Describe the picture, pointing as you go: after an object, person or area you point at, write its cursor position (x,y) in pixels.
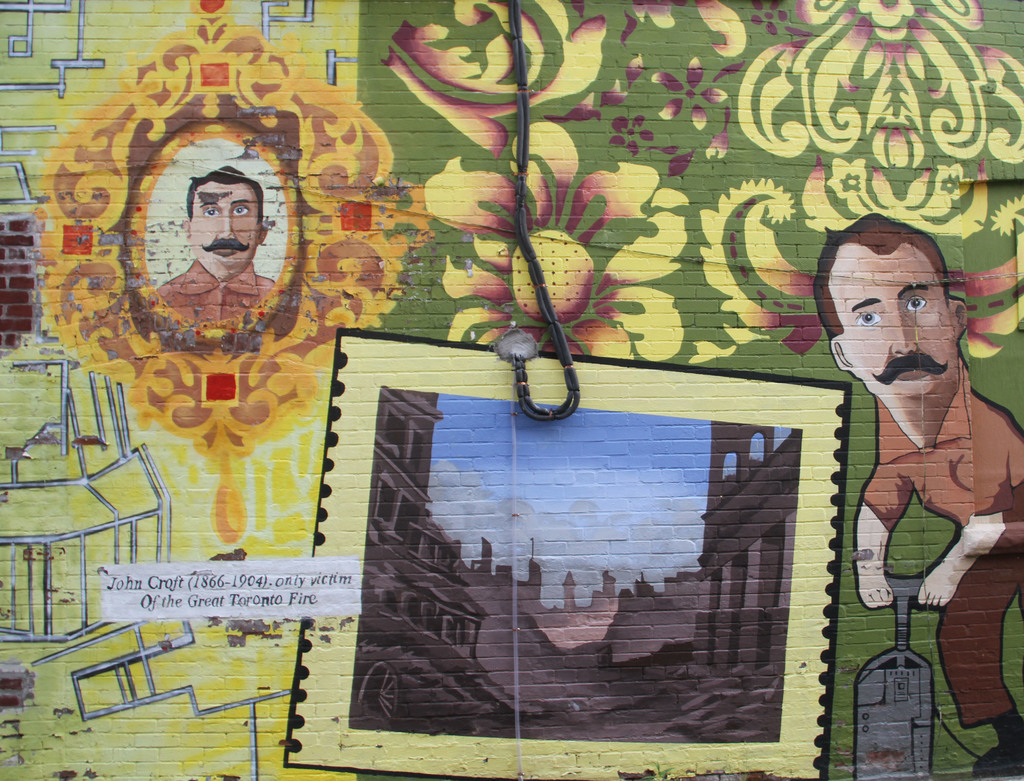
In the image I can see a wall (261,396) on which there is some painting (889,704) and also I can see a rope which is hanged.
